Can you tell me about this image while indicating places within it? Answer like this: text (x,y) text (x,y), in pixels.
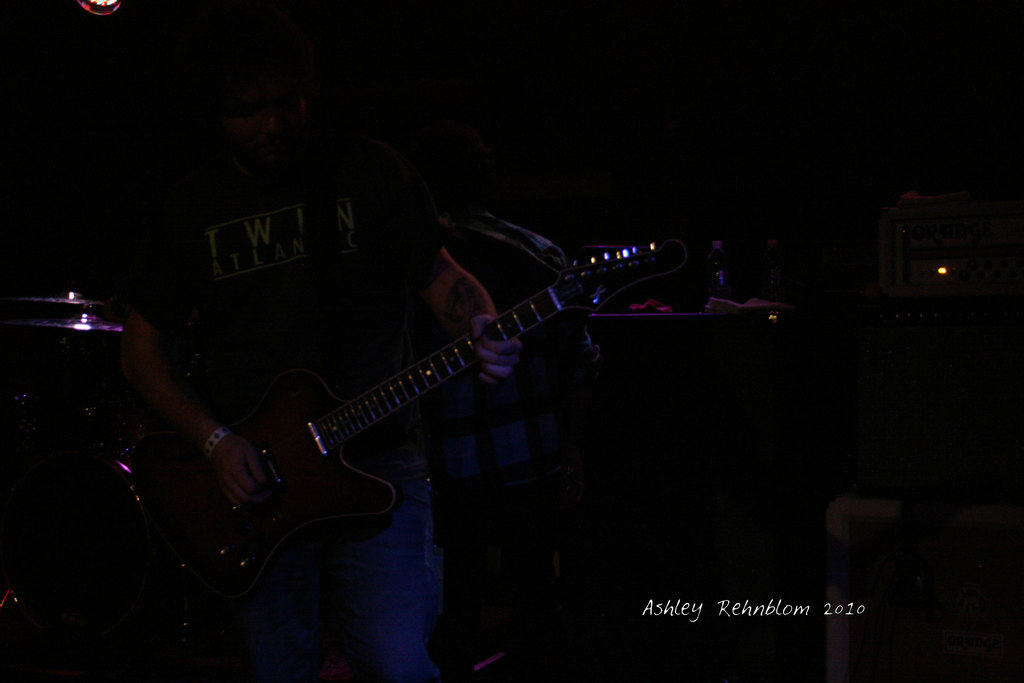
in the picture we can see darkness (361,119), in which a person (376,366) is standing and holding a guitar (369,396).
